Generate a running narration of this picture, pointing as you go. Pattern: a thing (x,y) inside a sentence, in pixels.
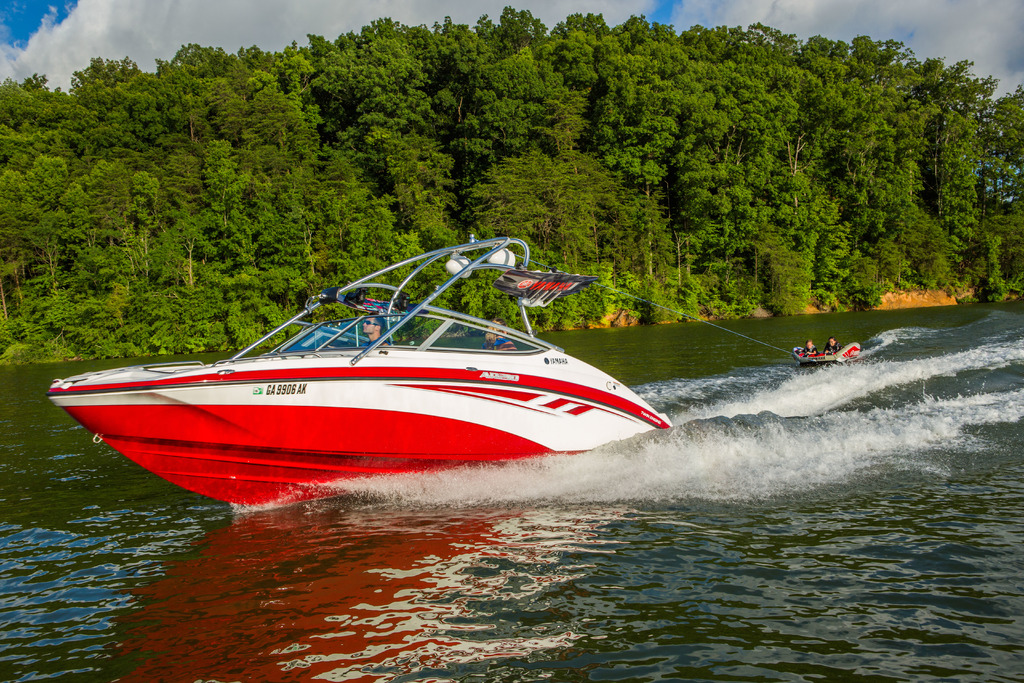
In the foreground of this image (418,394), there is a boat (381,405) and also a raft (850,349) tied to it which is moving on the water (687,518). In the background (710,138), there are trees (601,138), sky (131,15) and the cloud (131,15).
